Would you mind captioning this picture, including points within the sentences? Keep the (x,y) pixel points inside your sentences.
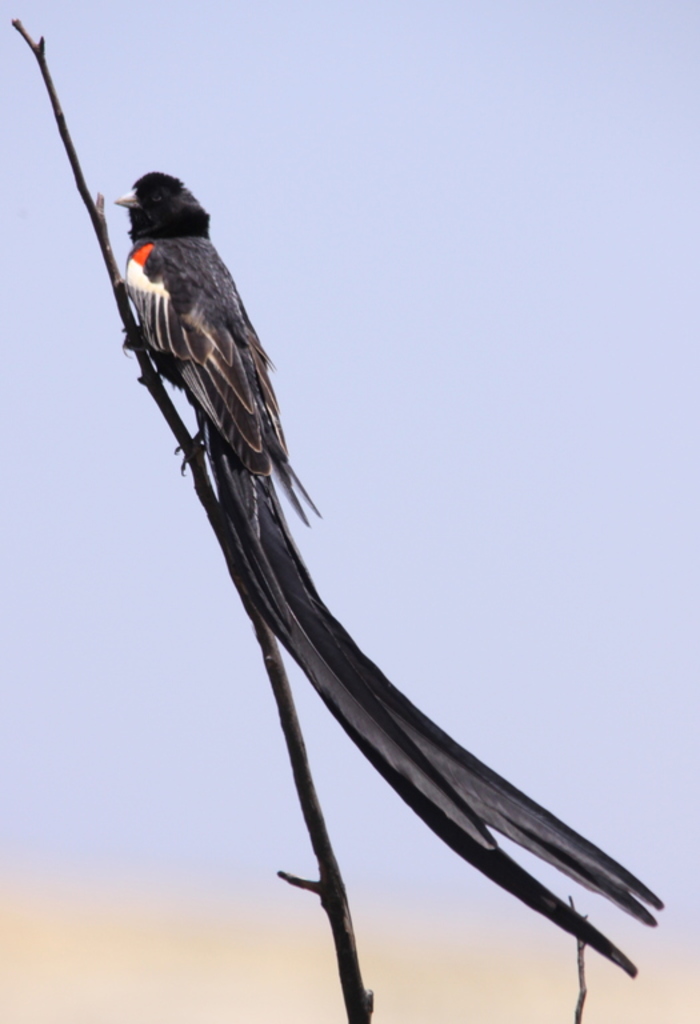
In the image there is a bird (239,325) standing by holding a branch (316,885) of a tree (298,749), the background of the bird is blue.
